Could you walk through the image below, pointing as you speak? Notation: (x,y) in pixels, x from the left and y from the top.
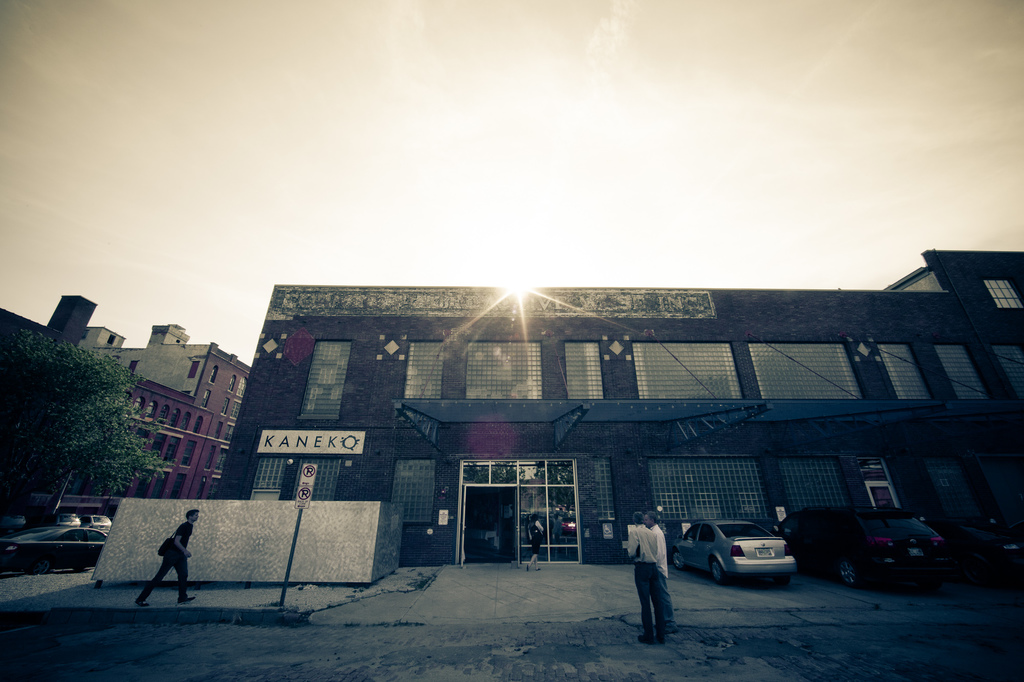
In this picture we can see buildings (390,305), there are two persons (657,571) standing in the front (655,564), on the right side (835,576) and left side we can see cars (890,548), there is a tree (49,457) on the left side (45,434), we can see a person (184,553) is walking on the left side (188,561), there is the sky (537,133) at the top of the picture (527,68), we can see a board (310,491) in the middle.
